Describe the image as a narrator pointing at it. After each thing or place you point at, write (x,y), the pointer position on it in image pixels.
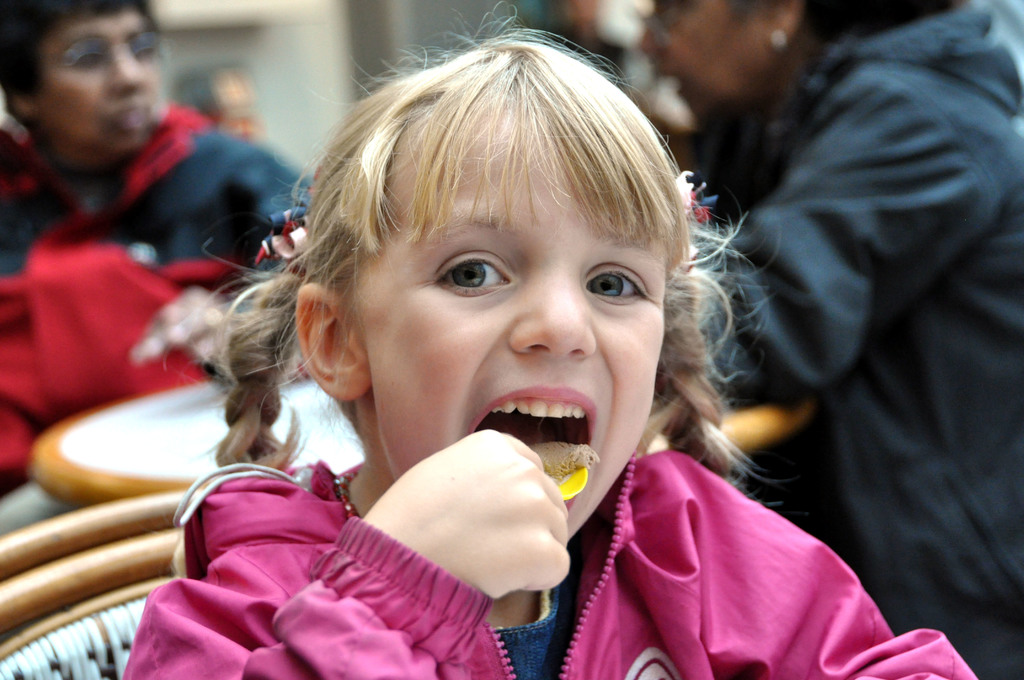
In this image we can see a girl (495,507) eating something. In the back (105,554) there is a chair (105,554) and table (69,437). And there are two persons (711,51). In the background (221,113) it is looking blur.
